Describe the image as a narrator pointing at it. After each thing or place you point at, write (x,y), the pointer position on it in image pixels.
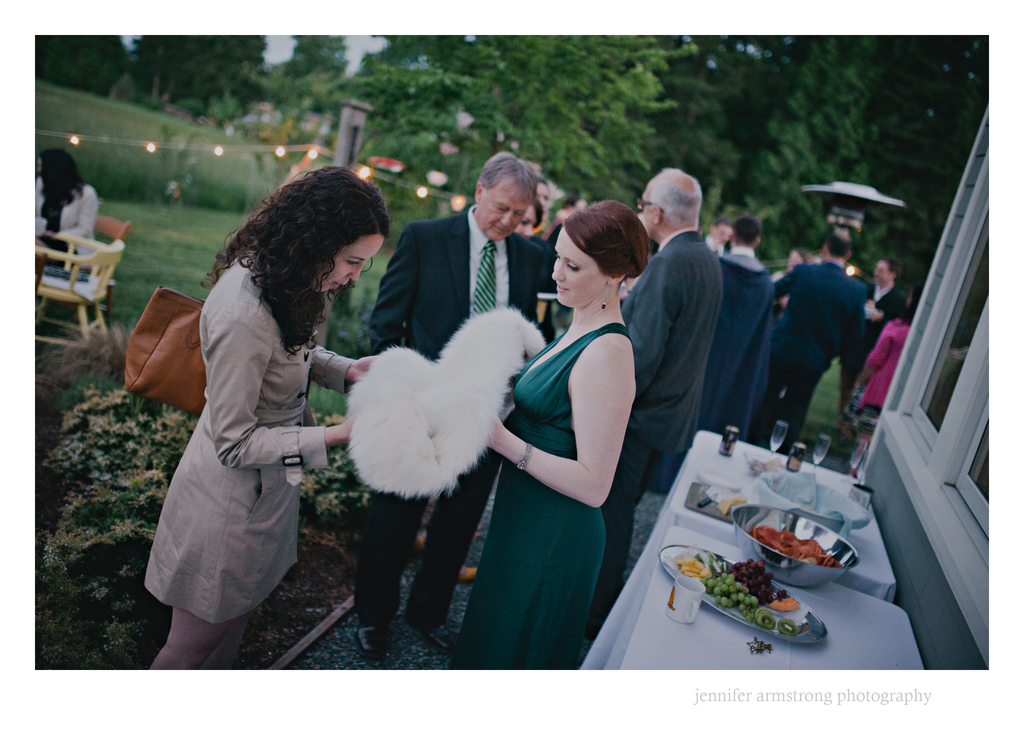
In this image I can see there are group of persons (590,226) visible and in the foreground (230,304) I can see two woman (241,379) holding a cloth (464,383) and back side of them I can see a table (669,637), on the table (719,542) I can see steel bowls (856,558) and plates (715,588) cups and on plates (767,605) i can see food items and on the left side (56,307) I can see chairs (86,299), a woman (70,193) sitting on chair (92,259), on the right side (965,355) I can see a window (965,355).
